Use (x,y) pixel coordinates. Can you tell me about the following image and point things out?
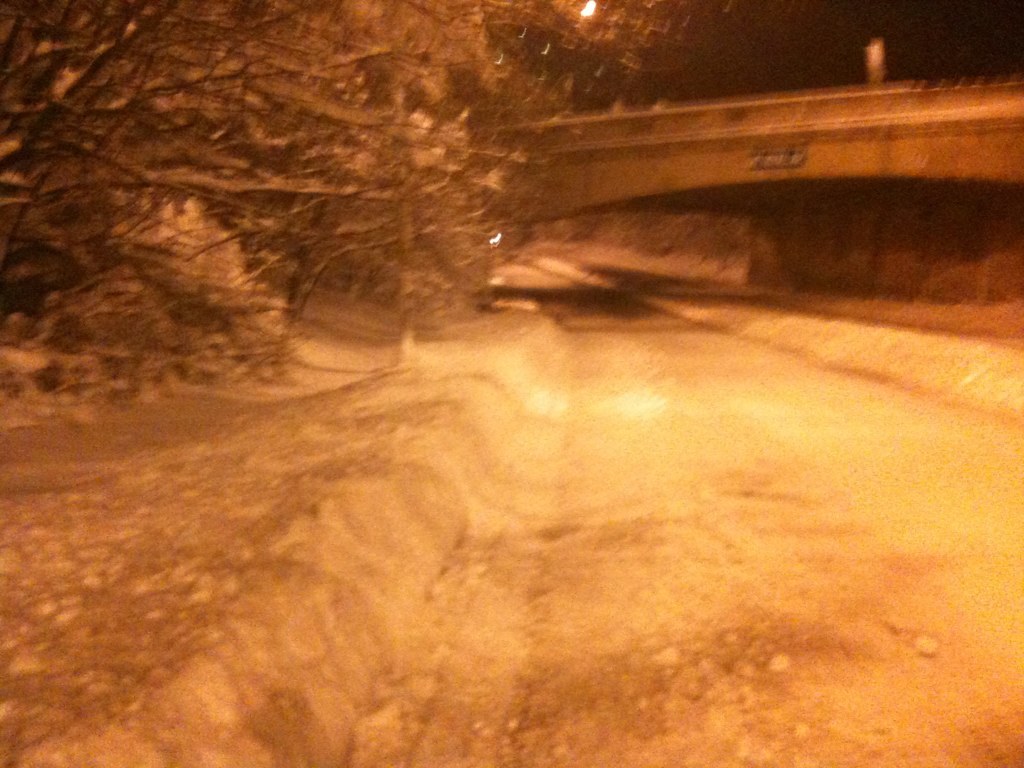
In this picture we can see the bridge (980,219) and trees (328,224). At the top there is a street light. At the bottom (732,624) there is a road (877,666). At the top right corner (968,45) there is a sky (904,40).
